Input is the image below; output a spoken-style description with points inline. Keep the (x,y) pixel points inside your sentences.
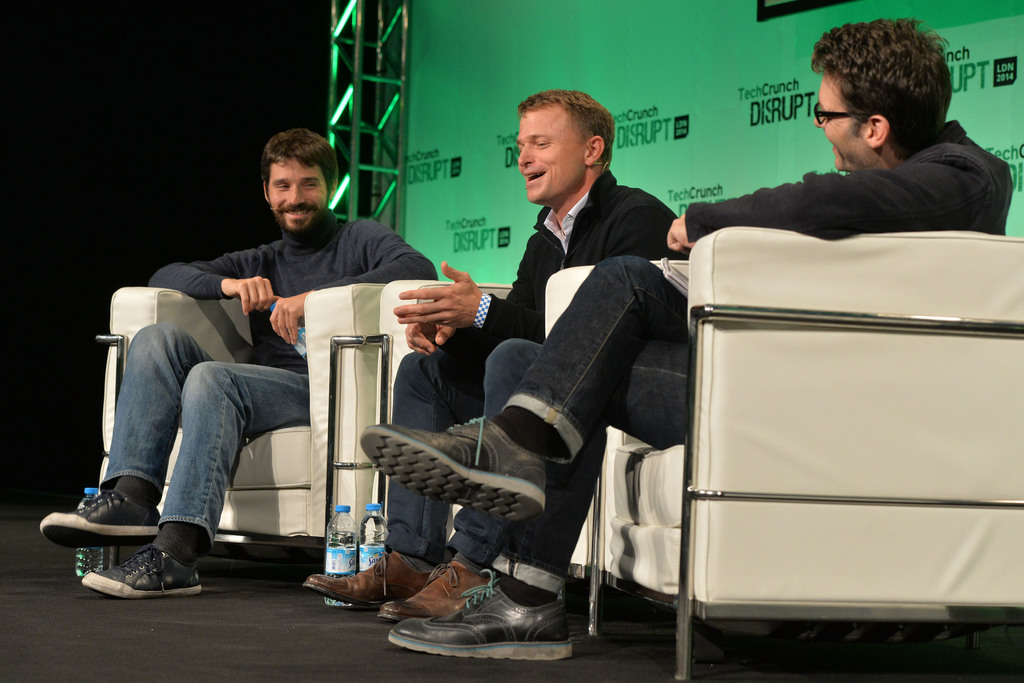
This picture describes about group of people (398,251) they are seated on the sofa (147,292), in front of them we can see couple of bottles (332,523) in the background (338,96) we can find a metal pole (334,62) and a hoarding (693,54).
